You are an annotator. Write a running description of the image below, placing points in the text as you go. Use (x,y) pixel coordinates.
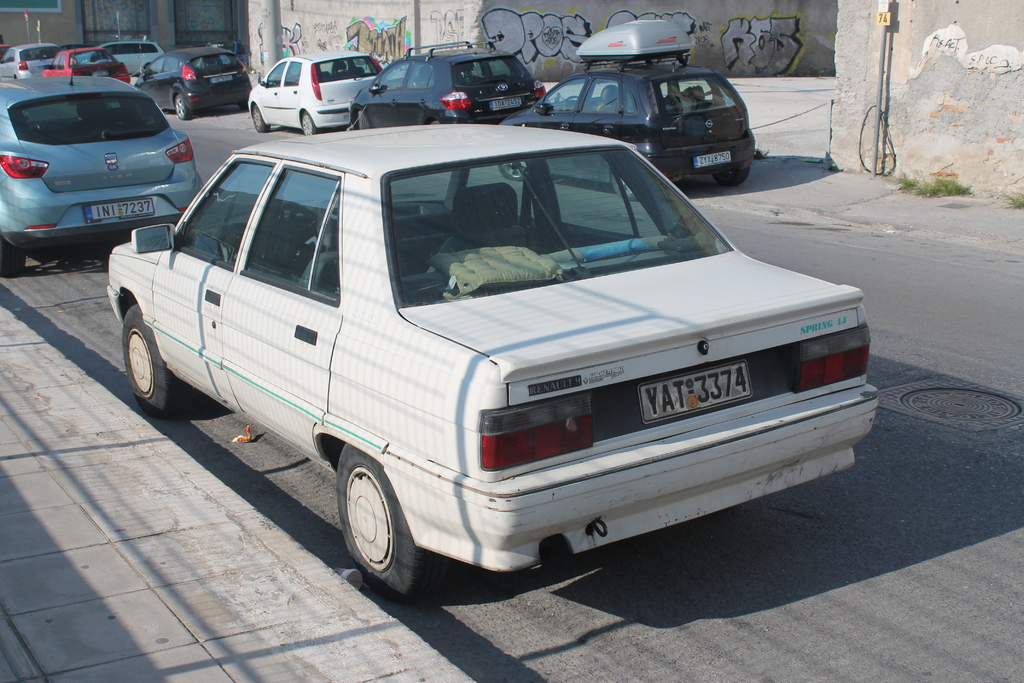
This picture is clicked outside. In the center (663,447) we can see the group of cars (313,90) seems to be parked on the ground (864,549). On the left corner (23,554) we can see a sidewalk (135,643). In the background (942,138) we can see the walls (527,27) of the buildings (863,56) and there is an art of graffiti (769,40) on the wall (465,31) of a building (698,52).
